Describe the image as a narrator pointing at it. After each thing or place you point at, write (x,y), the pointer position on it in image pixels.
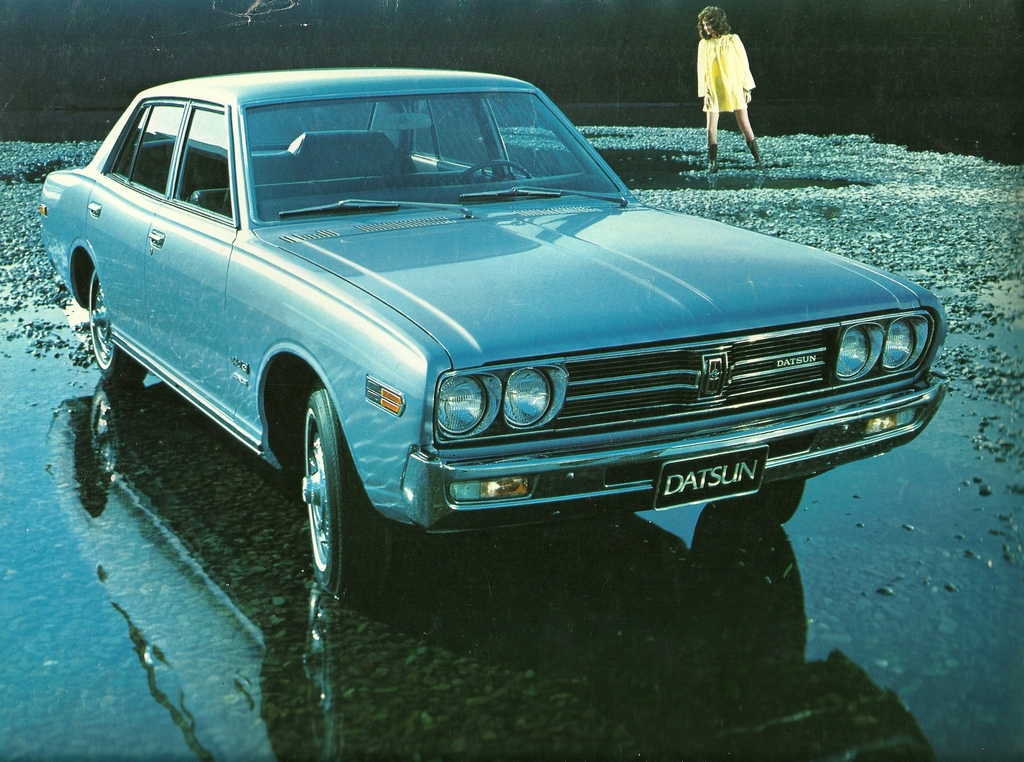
In this image I can see a car (468,334) which is blue in color on the ground (514,564) and I can see some water (316,616) on the ground (539,611). In the background (779,112) I can see a woman (722,45) wearing yellow colored dress (704,52), some water (84,122) and few other objects (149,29).
